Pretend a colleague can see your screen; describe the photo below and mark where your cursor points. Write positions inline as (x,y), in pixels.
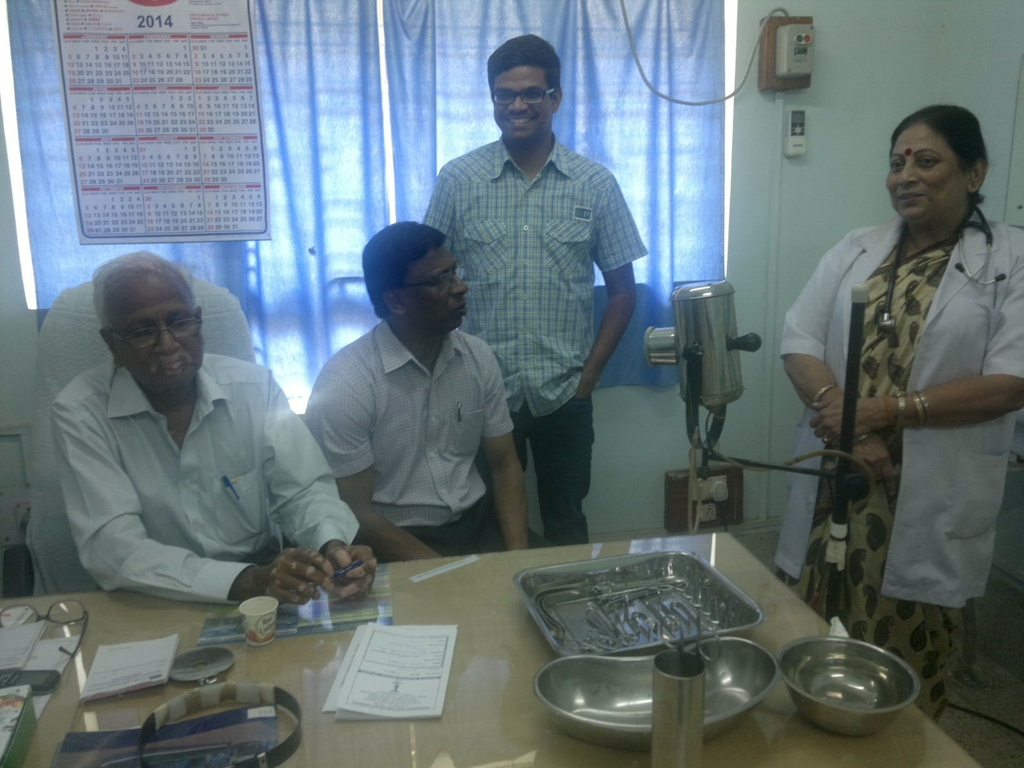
In the picture we can see two men (336,580) are sitting near the table (742,565) on the table (595,751), we can see a tray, and a glass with scissors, papers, slips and beside the table (757,568), we can see a woman (903,270) standing she is in a white coat (991,504), and stethoscope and beside her we can see one man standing and smiling and in the background (168,152), we can see a wall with a window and a blue color curtain (278,311) to it and on it we can see a calendar (179,165) and on the wall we can see a switch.
